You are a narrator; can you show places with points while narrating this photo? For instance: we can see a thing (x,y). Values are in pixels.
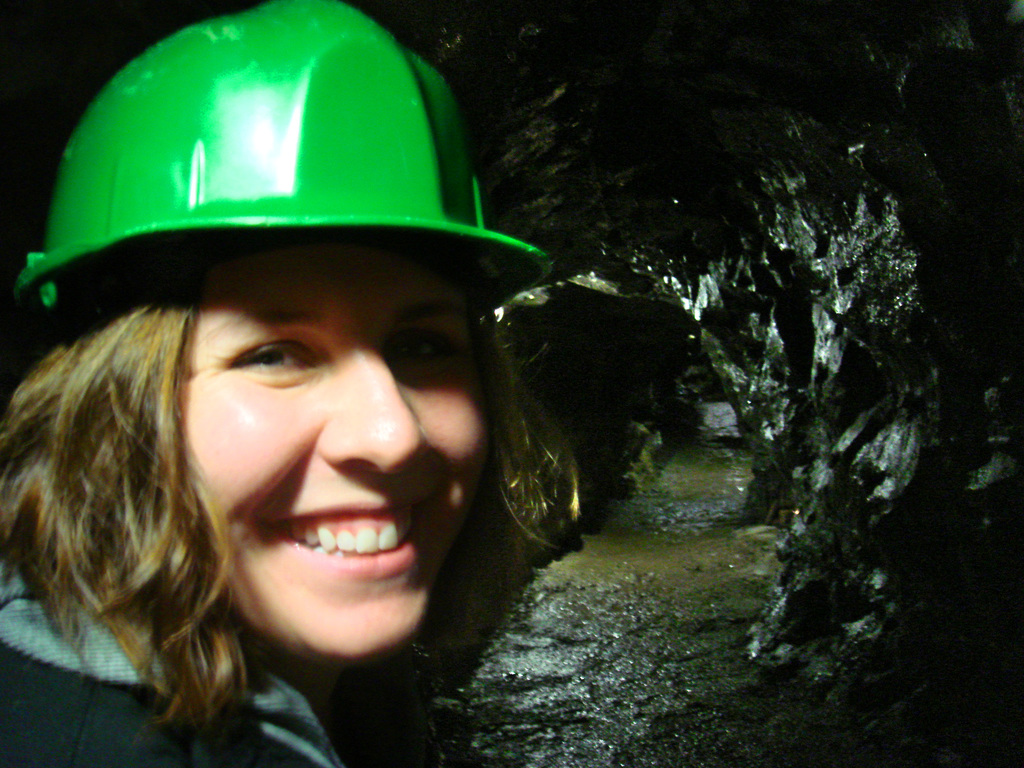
On the left side of the image (270,499) we can see one person (380,544) standing and she is smiling. And we can see she is wearing a helmet (229,207). In the background (589,316) there is a wall (817,294), water (716,449), one round object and a few other objects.
